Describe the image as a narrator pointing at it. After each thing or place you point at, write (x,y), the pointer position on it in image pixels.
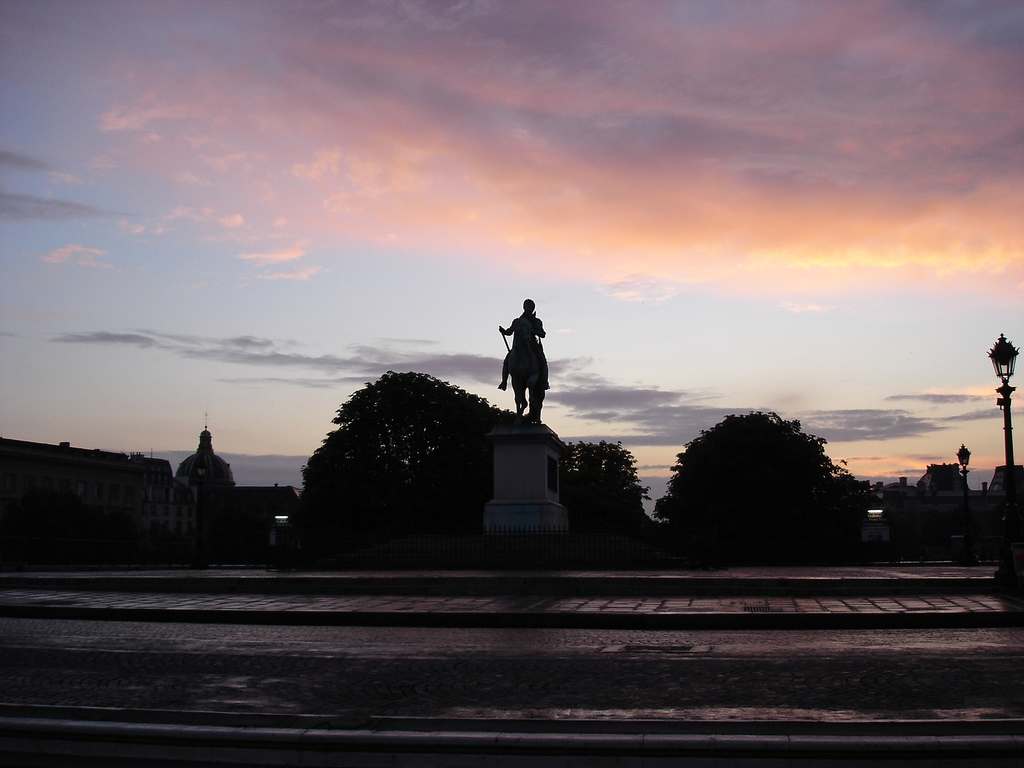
In this image there is a path (427,618) in the middle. Behind the path (512,582) there is a statue (506,440). In the background (395,452) there are trees (831,491). On the right side (1007,379) there is a light pole (1003,391). On the left side (166,500) there are buildings (162,481). At the top (464,181) there is the sky (464,181).
